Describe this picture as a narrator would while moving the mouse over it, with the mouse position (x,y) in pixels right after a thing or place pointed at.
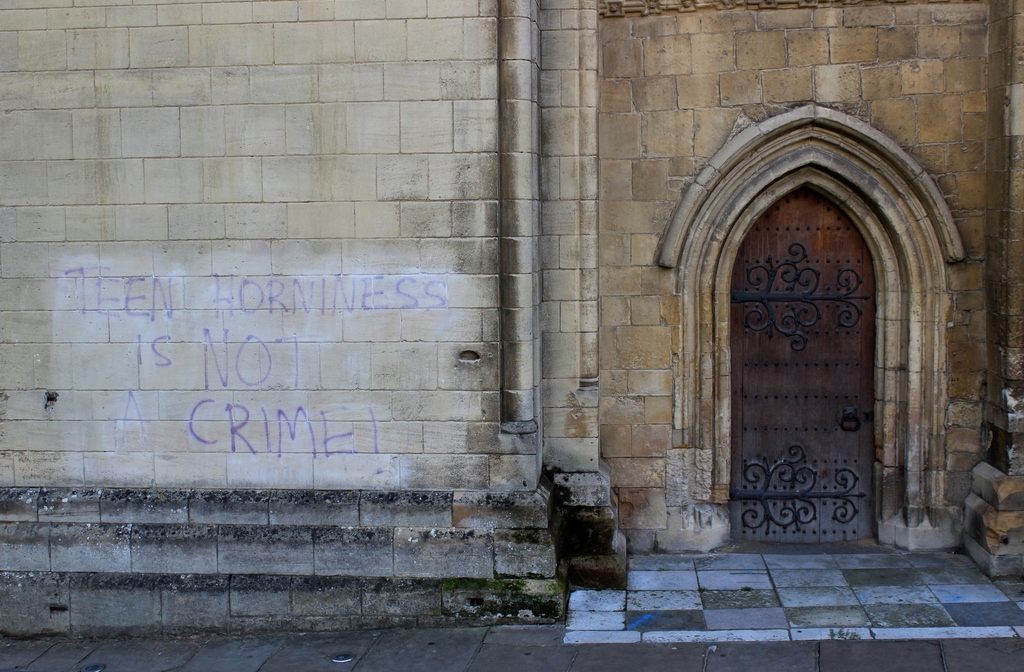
In this image I can see the ground (494,639) and a building (281,187) which is cream and brown in color. I can see the door (763,380) and something is written on the building (427,446).
